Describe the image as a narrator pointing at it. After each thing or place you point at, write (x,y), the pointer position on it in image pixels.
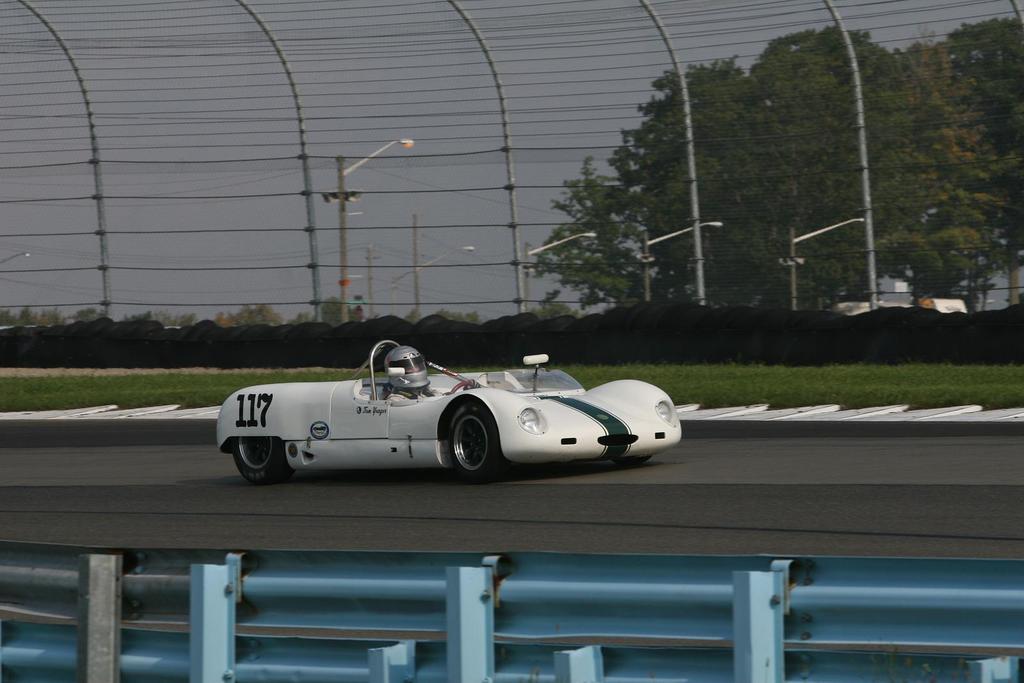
In this image in the center (443,422) there is a car (461,423) moving on the road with the person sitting inside it. In the background (652,122) there are plants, poles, trees (763,170) and there is grass (829,369) on the ground (766,371) and there is a fence (574,129). In the front (476,622) there is an object (557,598) which is blue in colour.
